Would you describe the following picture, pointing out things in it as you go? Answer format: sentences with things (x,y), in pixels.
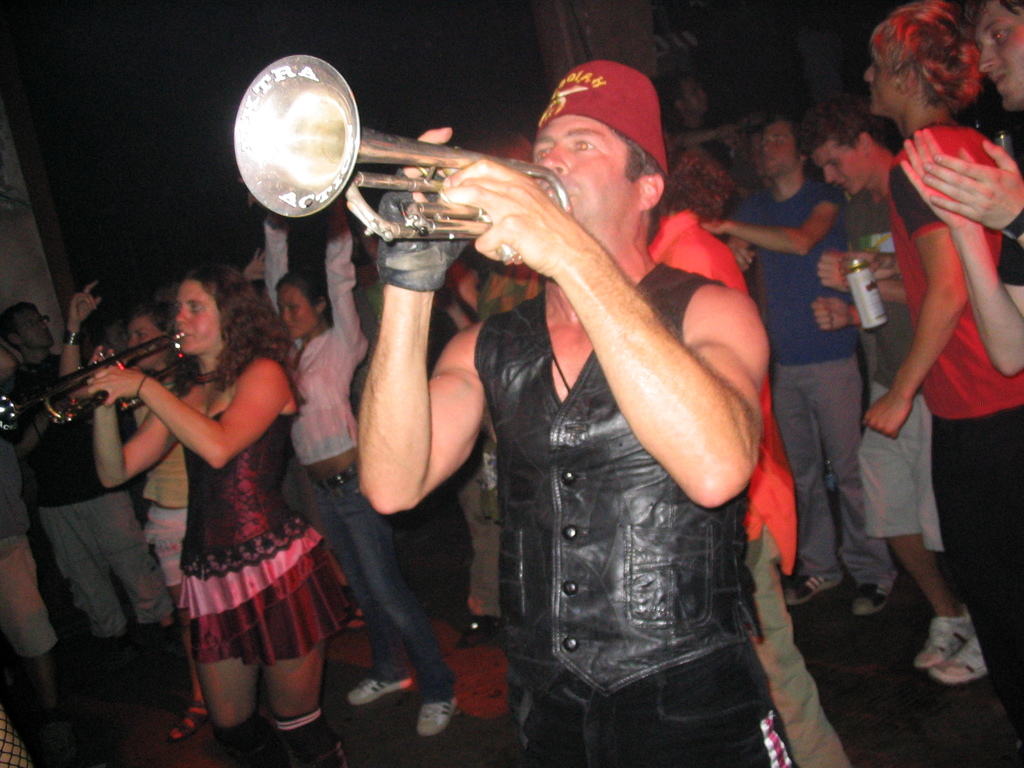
In the image in the center (529,404) we can see two persons (555,435) were standing and playing trumpet (466,160). In the background (842,39) we can see wall (22,248) and group of people (907,258) were standing and holding some objects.
